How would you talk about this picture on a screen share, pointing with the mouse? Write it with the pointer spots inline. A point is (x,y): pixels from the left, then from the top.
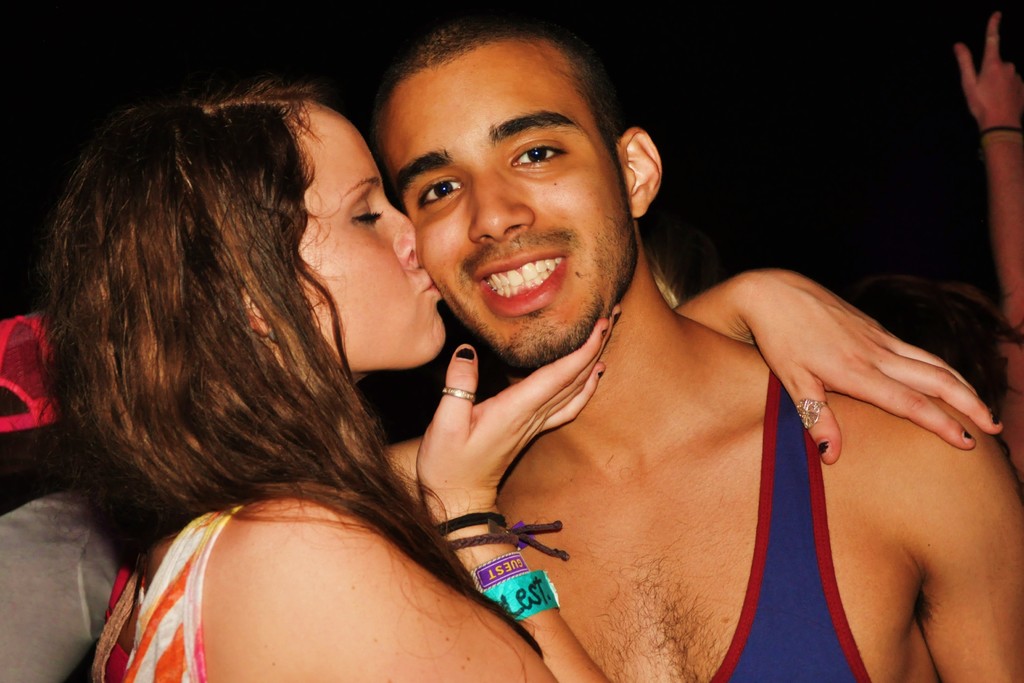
In the image there is a woman (271,423) kissing a man (589,281) who is standing beside her and in the background (730,125) it is dark.
